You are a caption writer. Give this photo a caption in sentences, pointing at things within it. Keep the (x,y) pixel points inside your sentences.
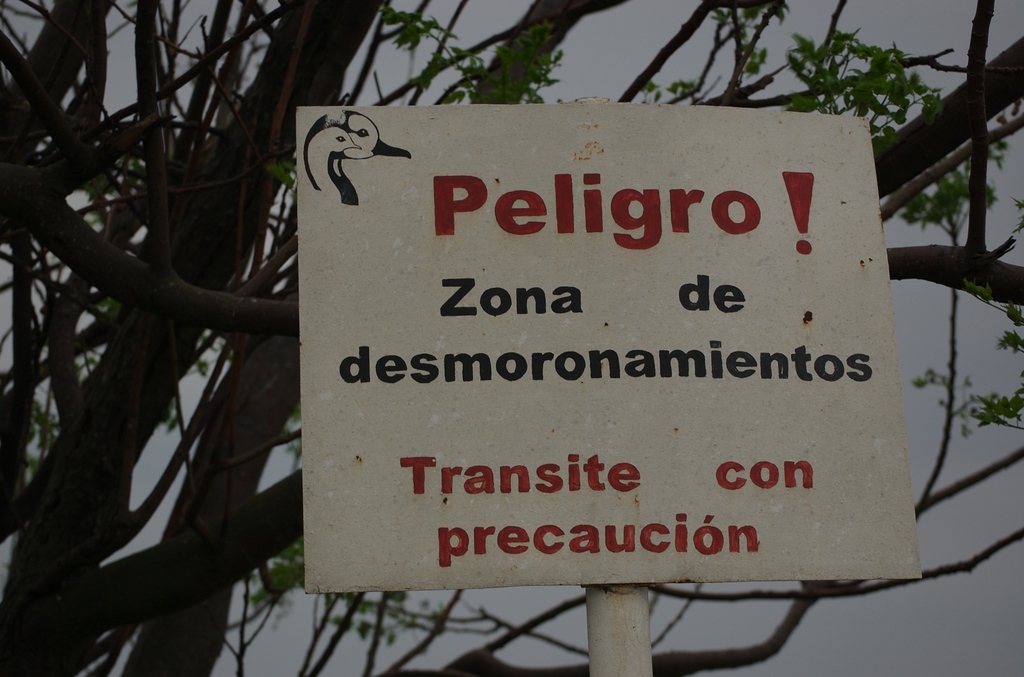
In this image we can see a board (769,436) to the pole (640,659) on which we can see some text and bird images (329,154). In the background (1022,538), we can see trees (302,62) and the sky (990,674).
